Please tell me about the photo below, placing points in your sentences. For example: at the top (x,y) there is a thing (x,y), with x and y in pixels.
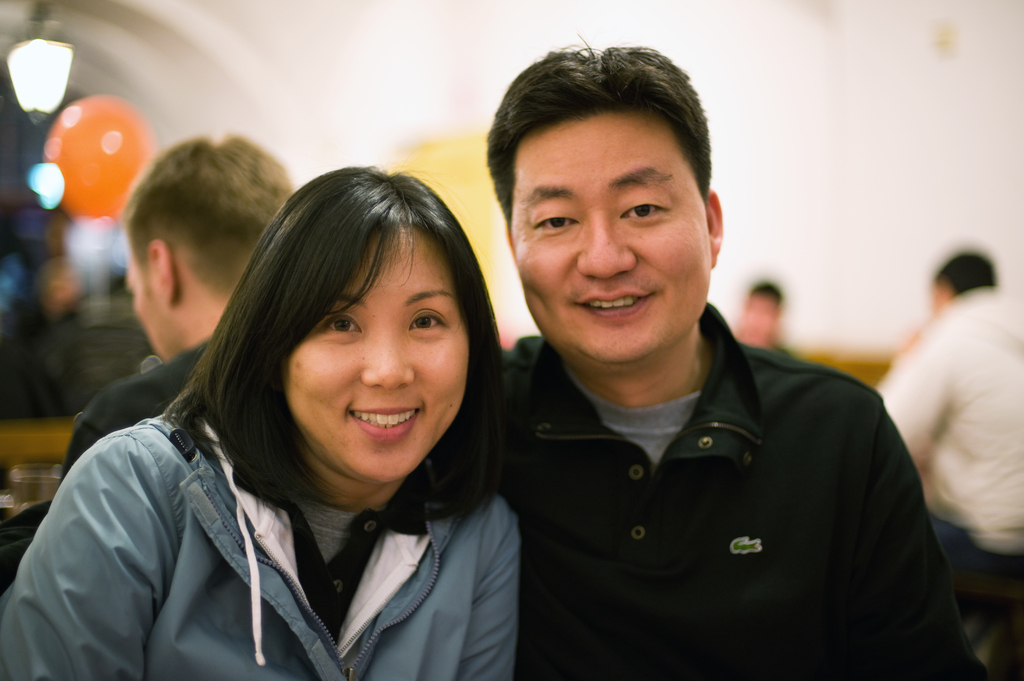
In this image we can see a man (600,533) and a woman (440,398). In the background (954,363) there are few people (770,317). And it is blurry in the background (156,105).
